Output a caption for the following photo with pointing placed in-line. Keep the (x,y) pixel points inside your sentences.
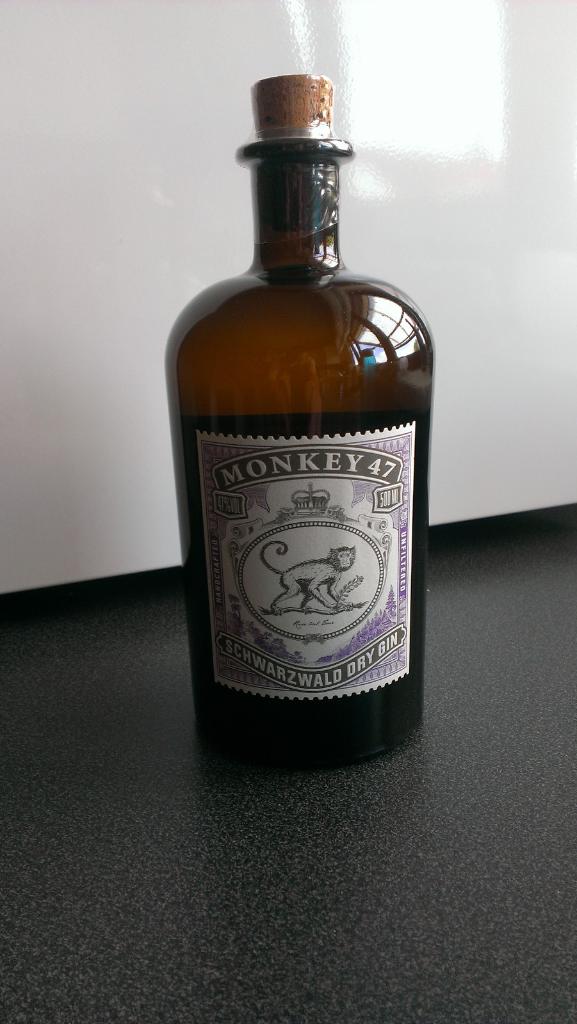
There is a bottle (411,610). There is a sticker (294,674) on it with some name monkey 47 schwarzwald dry gin (249,656). There is a monkey image (310,612) on the sticker (266,580).
